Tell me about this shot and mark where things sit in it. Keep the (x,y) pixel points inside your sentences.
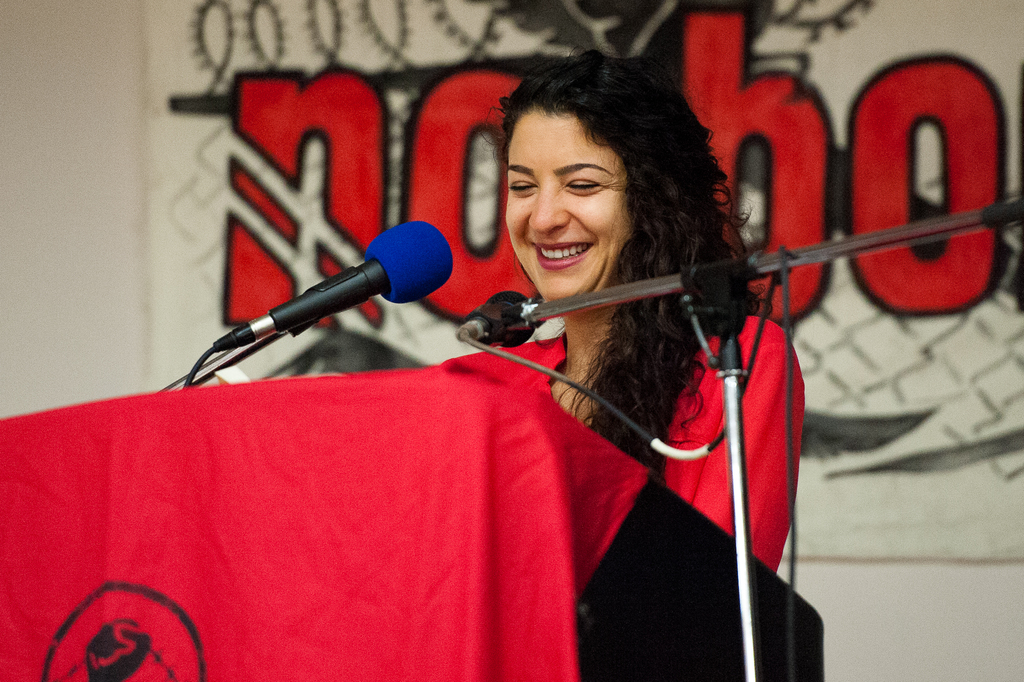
In this picture we can see a woman (604,311), she is smiling, in front of her we can find a podium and microphones (263,330).
